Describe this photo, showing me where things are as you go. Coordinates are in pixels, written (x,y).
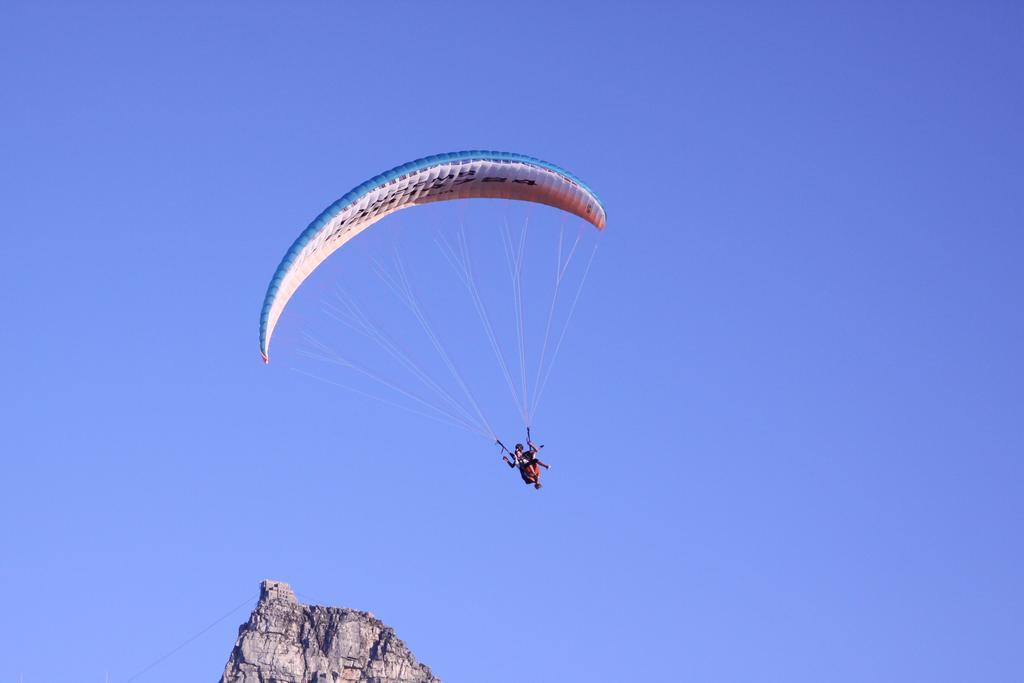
In this image, there is a hill (338,635) and at the top (343,211), we can see a person (521,456) wearing parachute (416,386).
